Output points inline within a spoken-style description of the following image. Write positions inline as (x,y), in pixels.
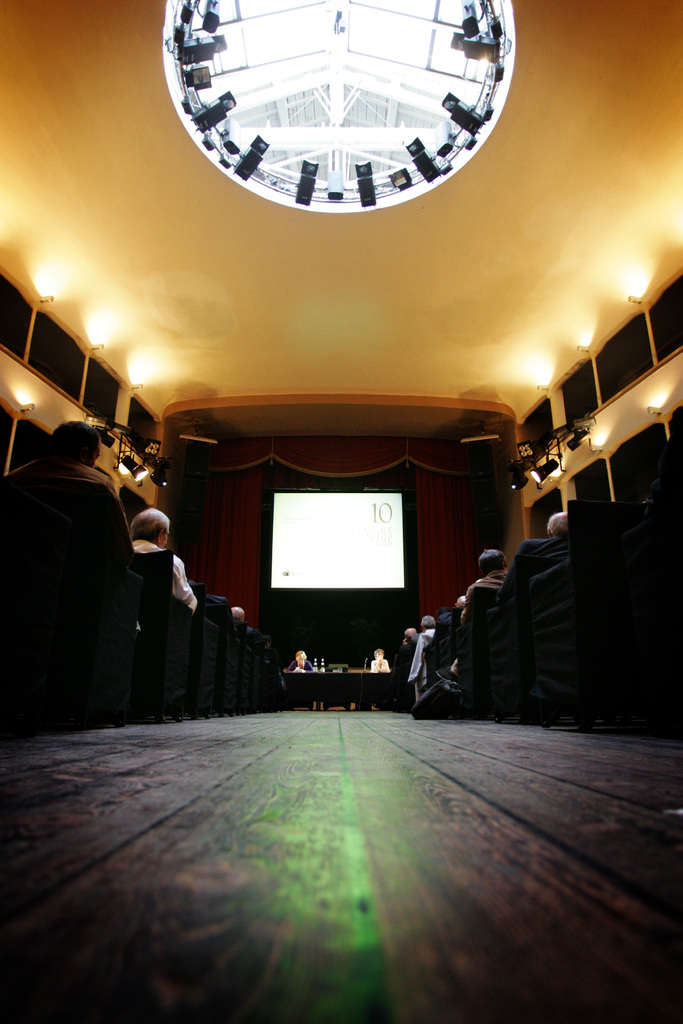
This picture describes about group of people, they are seated on the chairs (174,596), in the background (295,530) we can see a projector screen (324,507) and few lights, and also we can see curtains (331,441).
